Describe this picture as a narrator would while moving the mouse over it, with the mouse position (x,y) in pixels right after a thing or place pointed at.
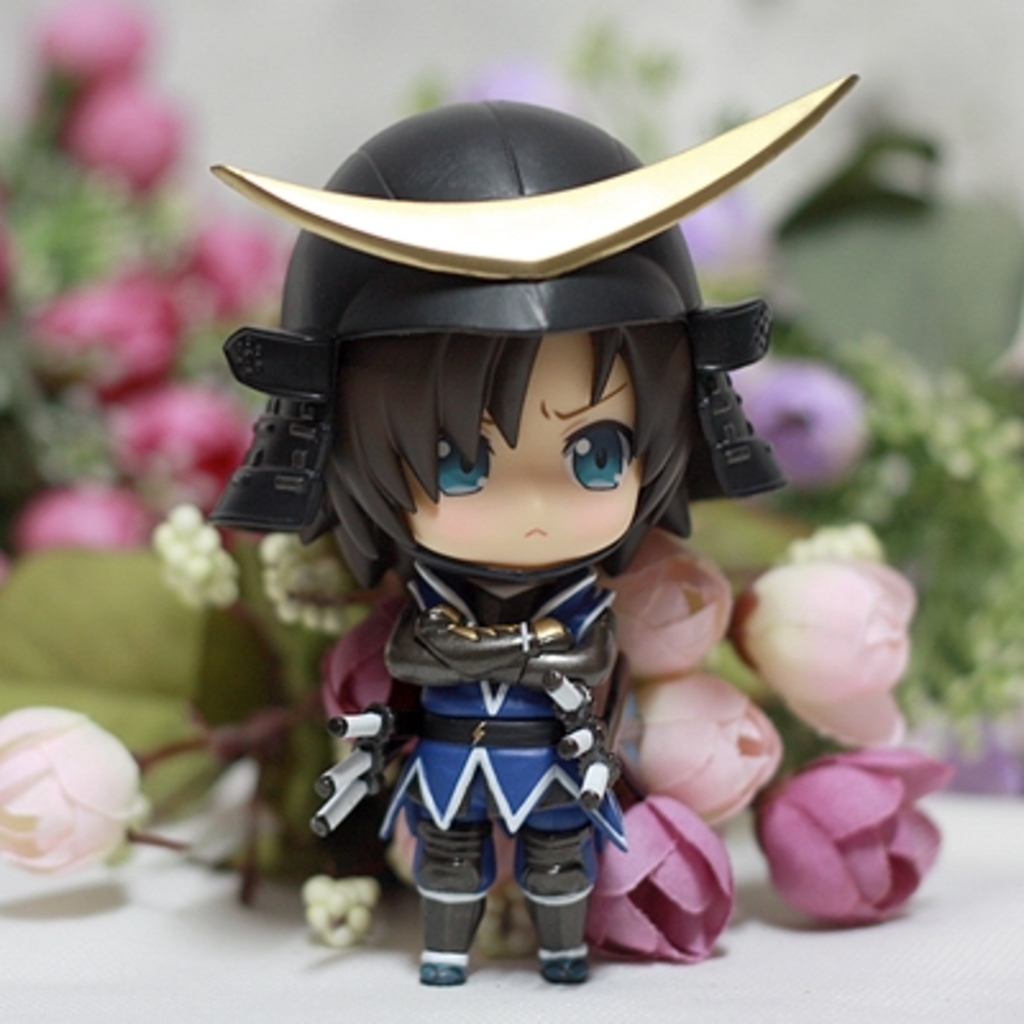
In this picture we can see a toy (424,978) on the surface (479,993) and in the background (24,182) we can see flowers (24,721).
